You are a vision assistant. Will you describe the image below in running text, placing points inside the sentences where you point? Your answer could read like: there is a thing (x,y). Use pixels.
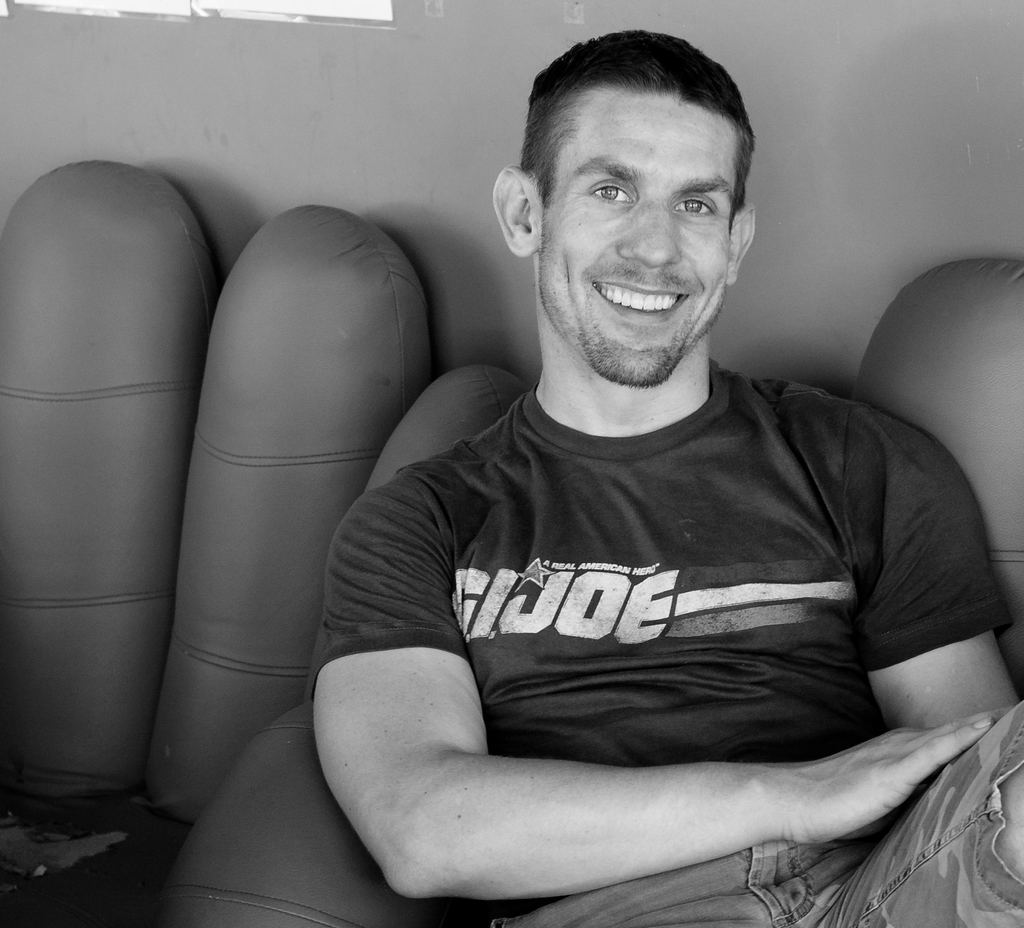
This is a black and white picture, there is a man (715,108) in t-shirt (554,557) and jeans (795,914) sitting in front of the wall (340,138).
